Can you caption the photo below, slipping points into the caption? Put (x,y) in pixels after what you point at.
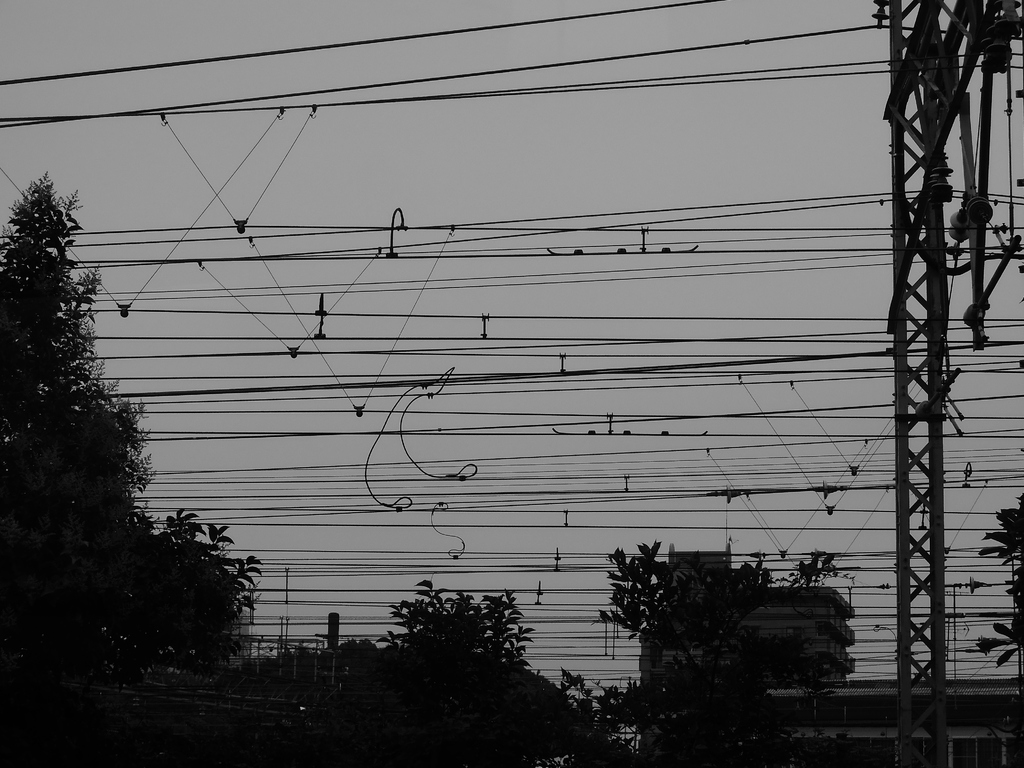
In this image there is an electric pole (902,424) on the right side (902,424). To it there are so many wires (390,419). At the bottom (193,631) there are trees (604,709). At the top (588,121) there is the sky (597,157). In the background (864,694) there is a building (855,712). On the left side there is a tree (3,718).
